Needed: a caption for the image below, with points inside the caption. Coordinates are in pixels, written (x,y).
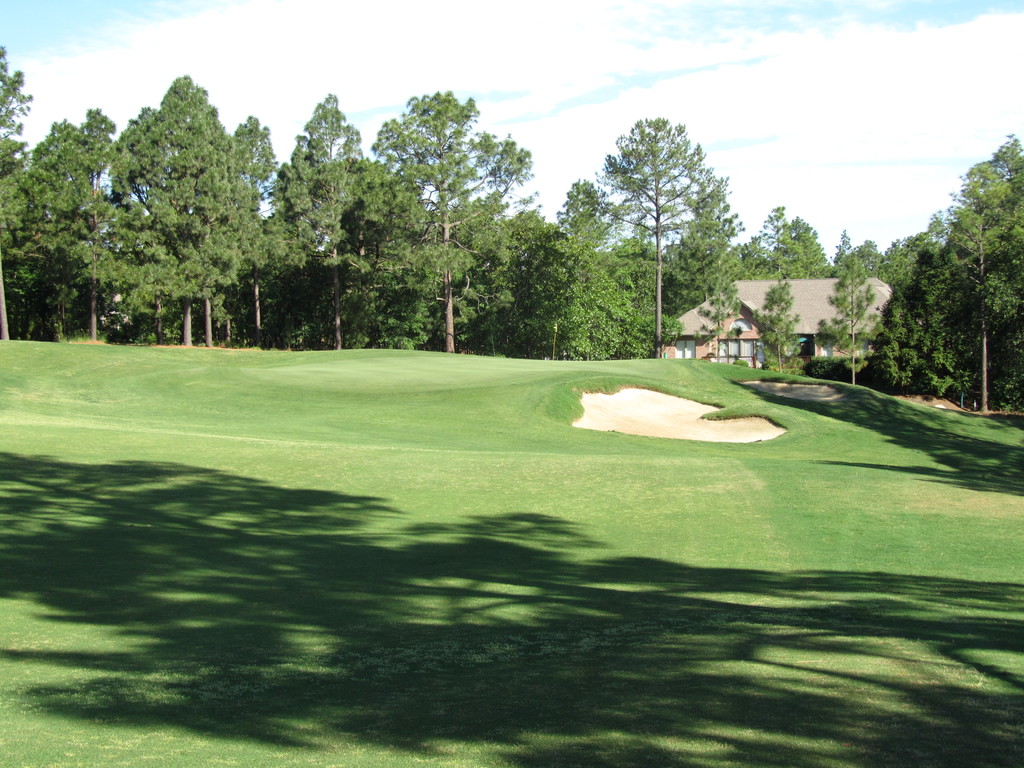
In this image we can see sky (581,32) with clouds (799,40), trees (225,178), building (742,326) and ground (434,570).
